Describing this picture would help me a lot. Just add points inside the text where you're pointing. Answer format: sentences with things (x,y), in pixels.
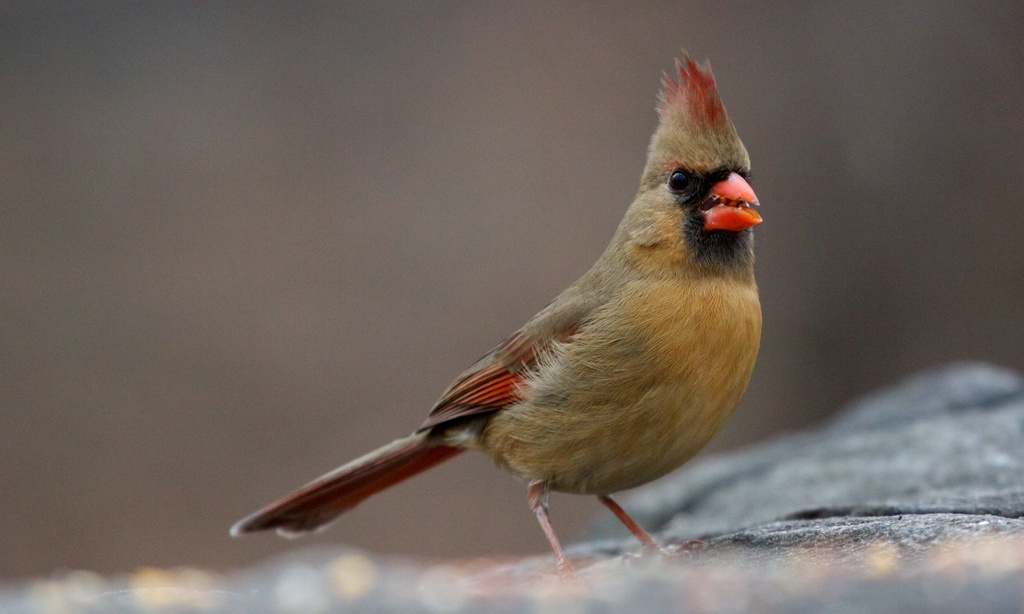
In this picture we can see a bird (618,384) is standing in the front (562,316), there is a blurry background (238,177).
